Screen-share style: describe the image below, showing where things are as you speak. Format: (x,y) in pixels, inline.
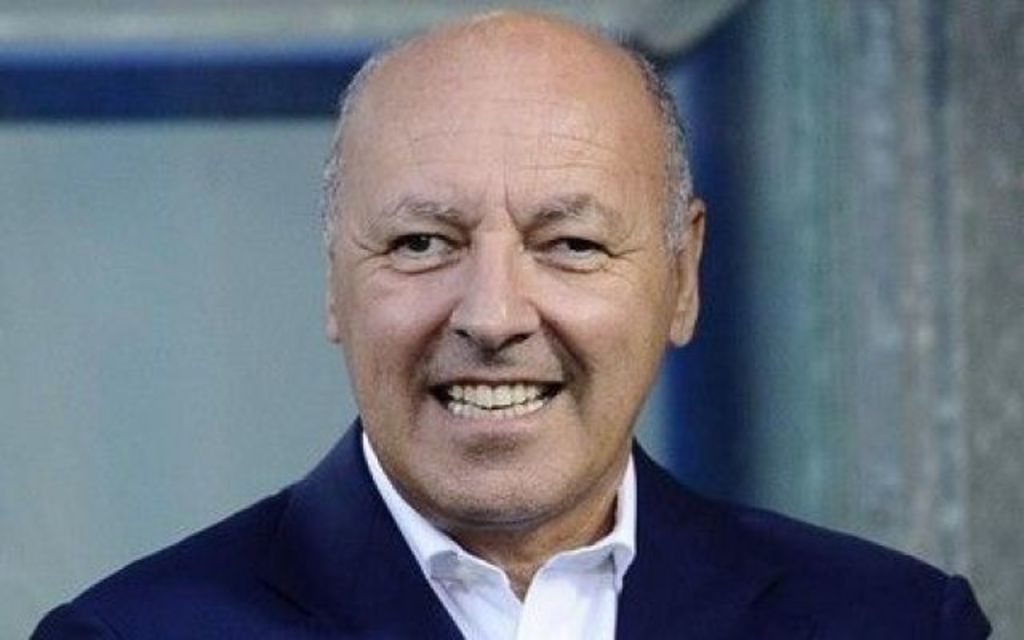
This is an old man (646,552) smiling. He wore a shirt (543,623) and suit (806,634). The background (78,445) looks blurry.
